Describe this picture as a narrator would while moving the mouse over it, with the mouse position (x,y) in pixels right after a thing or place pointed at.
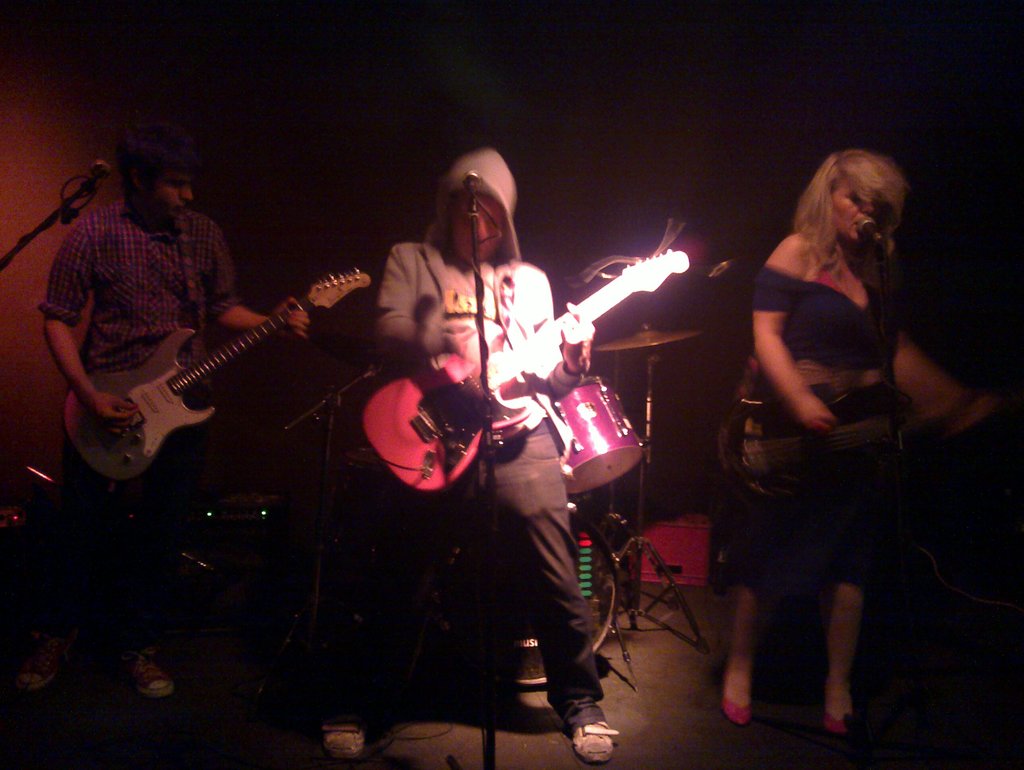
In this image In the middle (476,413) there is a man (510,311) he is playing guitar (456,394). On the right (799,337) there is a woman (796,366) she is singing. On the left (149,474) there is a man (160,322) he wears check shirt (161,303) he is playing guitar (144,400). In the background (642,396) there are drums (644,450).
